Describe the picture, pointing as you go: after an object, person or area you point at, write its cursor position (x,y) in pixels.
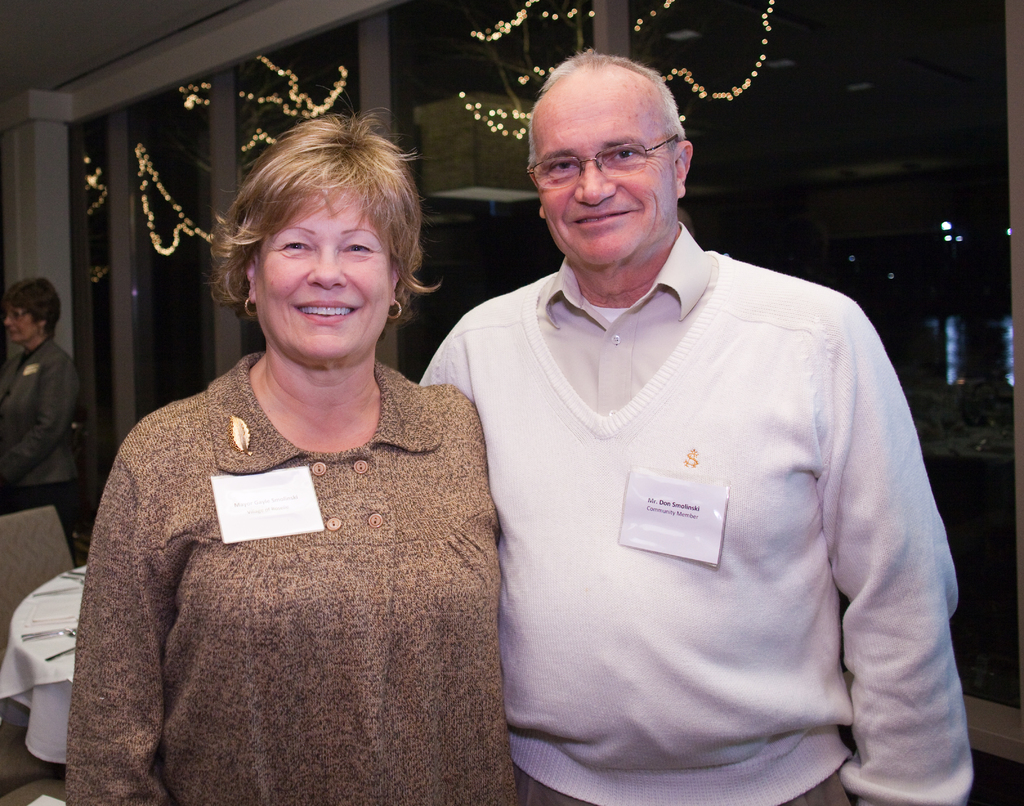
In the image there is a man (567,408) and a lady (445,426). They both are standing. The man (642,167) kept spectacles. Behind them there is a table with forks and spoons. And also there is a chair (40,571). Behind them on the left corner (33,435) there is a woman (43,438) standing. In the background (365,66) there are glass walls (461,57) with reflection (93,178) of decorative lights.
